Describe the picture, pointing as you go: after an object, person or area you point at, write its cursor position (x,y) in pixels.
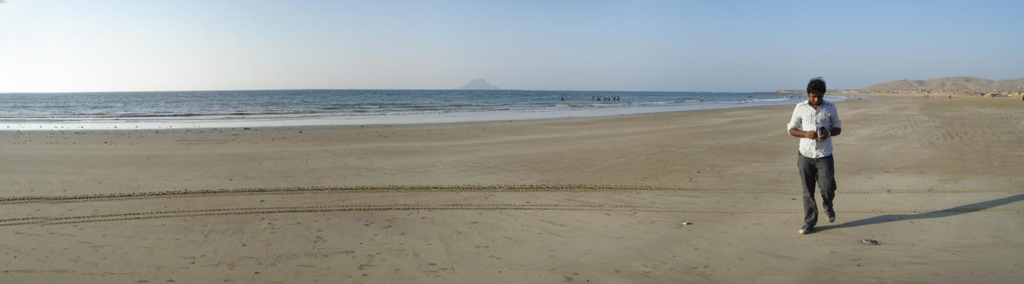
In the image there is a man (811,126) walking on the seashore (872,157). Behind him there is sea (48,97). In the background (887,85) there are hills (1012,90). At the top of the image (379,69) there is sky (564,49).
